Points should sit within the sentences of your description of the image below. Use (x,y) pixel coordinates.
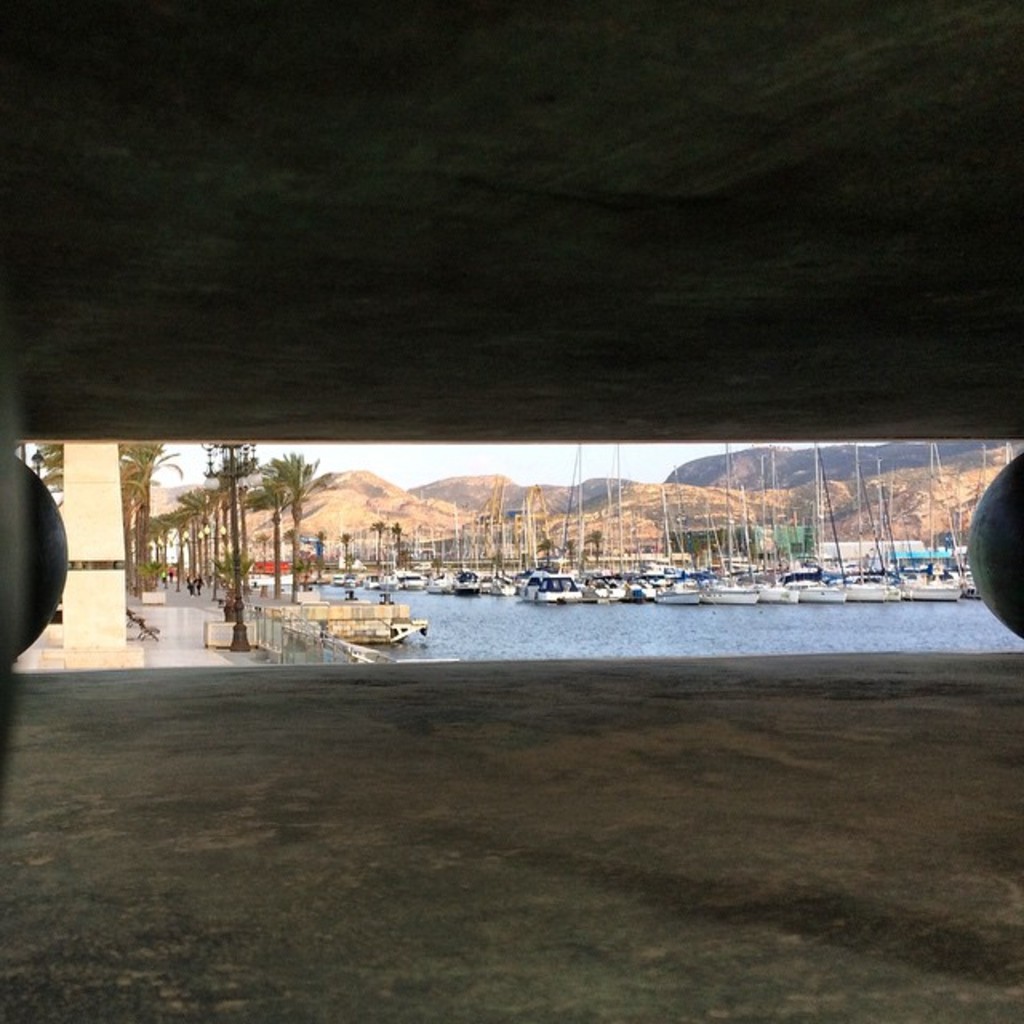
In this image there are rocks (44,504), boats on the water (929,639), trees (284,478), hills (808,461), sky (414,465).
